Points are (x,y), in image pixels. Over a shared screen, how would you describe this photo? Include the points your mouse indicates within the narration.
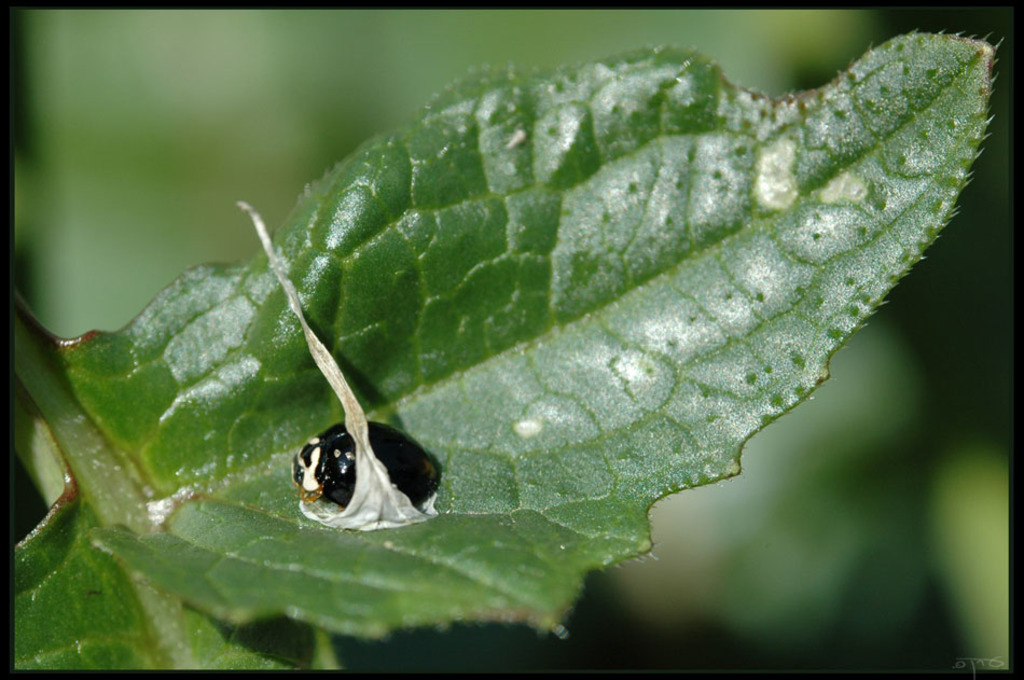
In this image we can see an insect (397,469). An insect (398,463) is sitting on the leaf (330,312).
